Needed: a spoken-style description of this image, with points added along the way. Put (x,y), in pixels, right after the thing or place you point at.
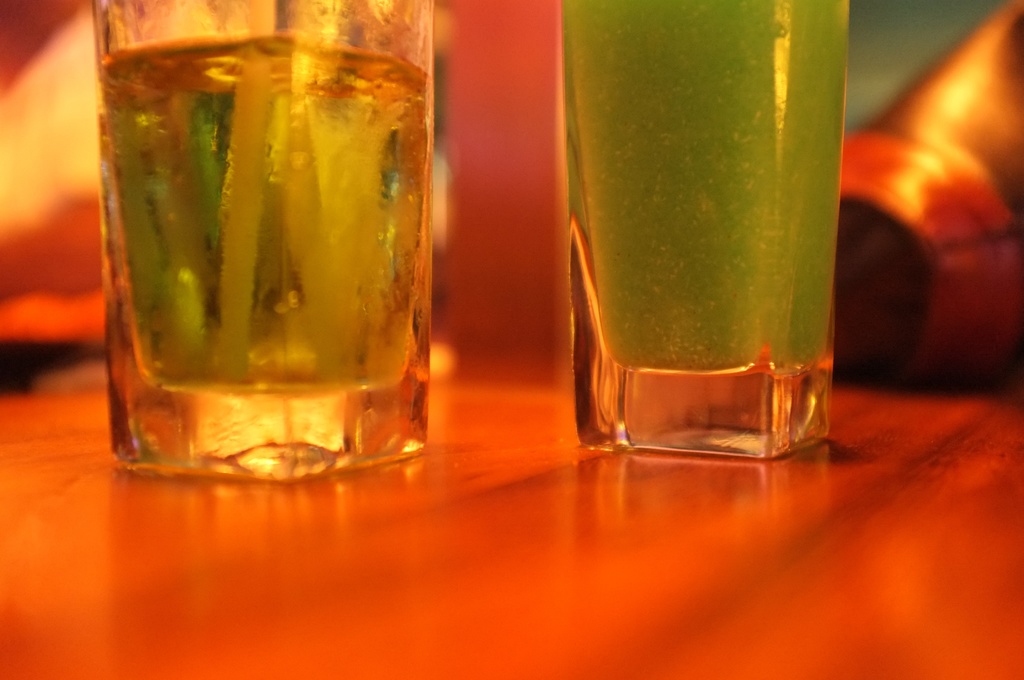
In this image we can see beverage (247,224) in glasses (350,341) placed on the table (422,541).
